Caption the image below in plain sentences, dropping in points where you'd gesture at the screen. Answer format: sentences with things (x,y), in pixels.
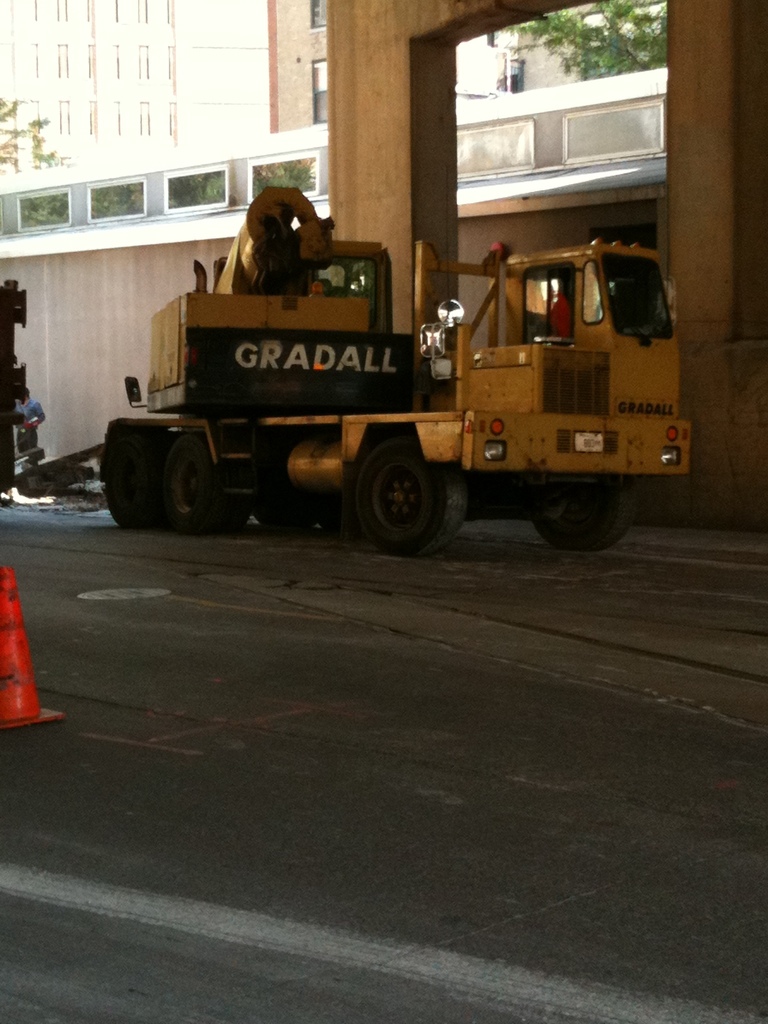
In this image we can see few buildings (191,87). There are few trees (572,47) in the image. There is a vehicle (288,190) in the image. There is a person (21,441) at the left side of the image (33,431). There is a safety cone (19,678) in the image.
